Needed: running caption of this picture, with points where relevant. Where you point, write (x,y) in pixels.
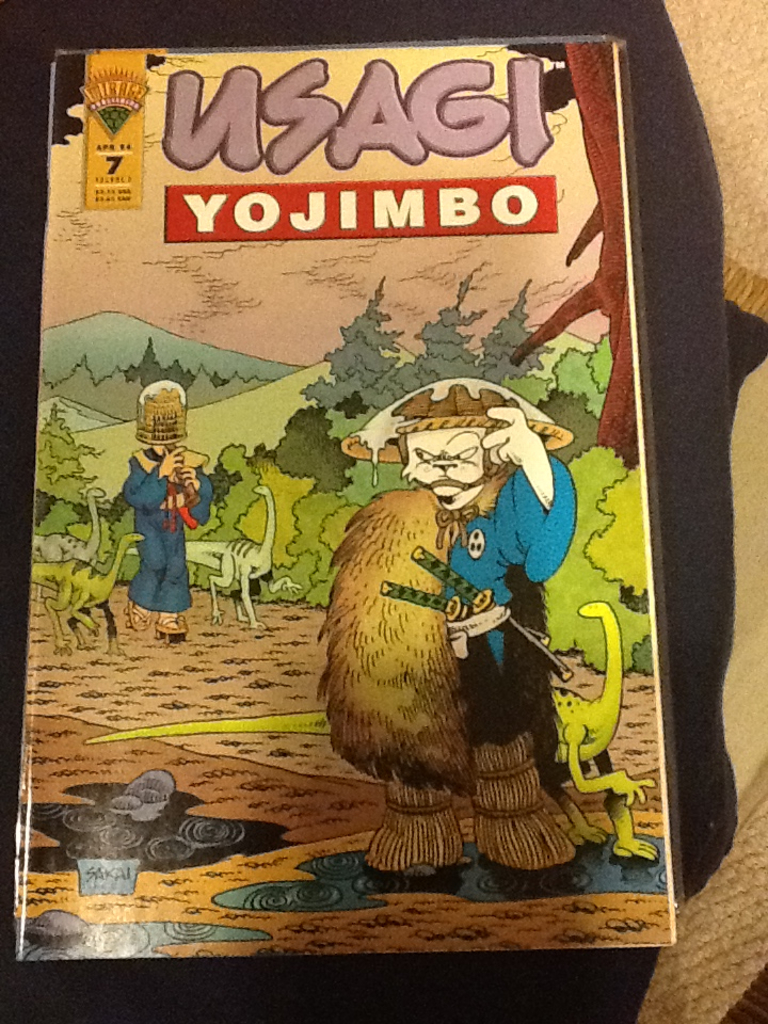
In this image we can see the cover page (251,520) of the book (170,604), there we can see few dragons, trees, mountains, swords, some text (512,228), two persons (169,398) and some clouds (311,278) in the sky (158,271).
